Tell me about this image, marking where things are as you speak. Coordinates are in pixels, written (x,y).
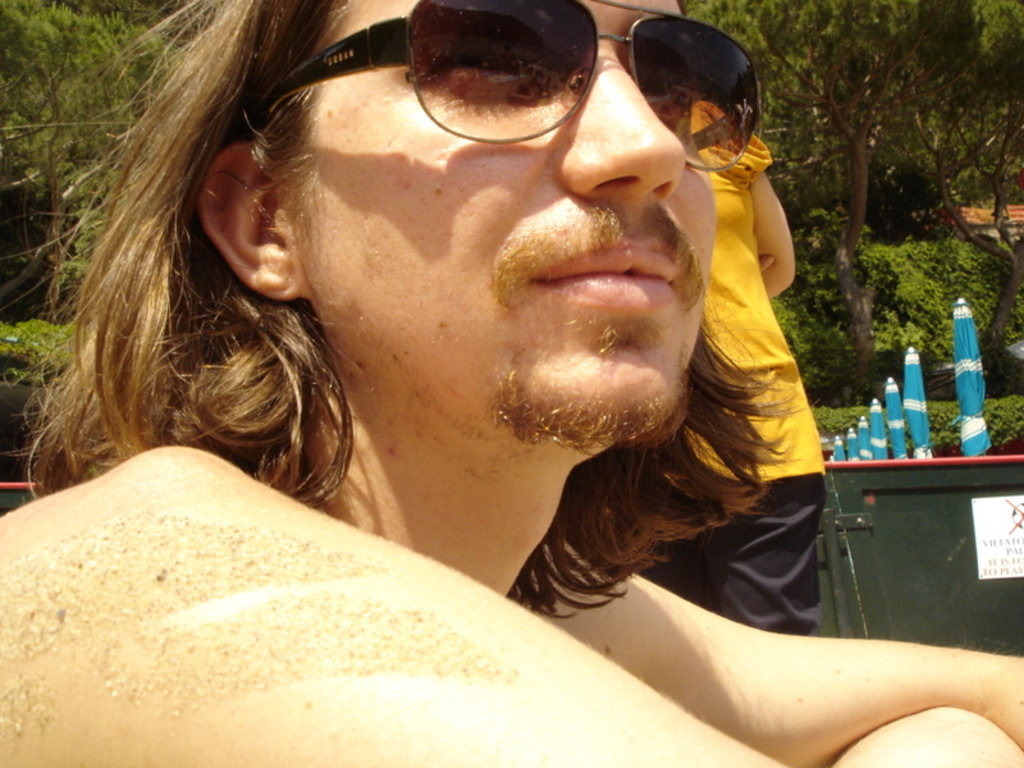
In the foreground of the picture (414,228) we can see a person (391,300) wearing spectacles (528,34). In the middle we can see plants (944,409), blue color objects (919,456), women (749,297) and other things (908,521). In the background (958,78) there are trees (874,106) and we can see roof (991,216) also.
